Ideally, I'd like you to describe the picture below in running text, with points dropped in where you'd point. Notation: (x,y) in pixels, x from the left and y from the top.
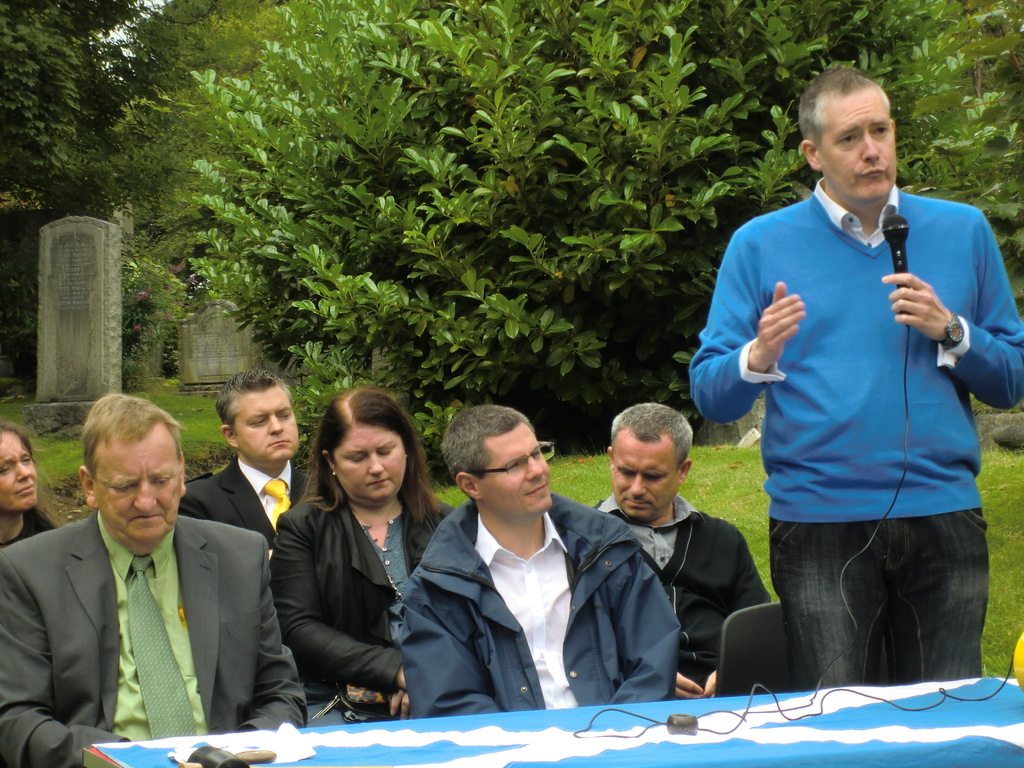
There is a group of people (221,513) seating here. Two of them are women (306,589) and the remaining members (133,534) are men (159,522). The man (107,526) who is sitting at the left side (139,601) is wearing a coat (82,660), shirt (124,686) and a tie (153,654). The guy (858,583) who is standing in the right side (852,379) with a microphone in his hand (910,292) speaking to someone else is wearing a blue sweater (831,332) and a watch (954,329). In Front of these group of people (740,540) there is a table (405,721) with a cloth (605,750) on it. In the background (533,216) there is a tree (507,201). Beside the tree (277,233) there a stone (91,293) looking like a gravestone (85,309).
